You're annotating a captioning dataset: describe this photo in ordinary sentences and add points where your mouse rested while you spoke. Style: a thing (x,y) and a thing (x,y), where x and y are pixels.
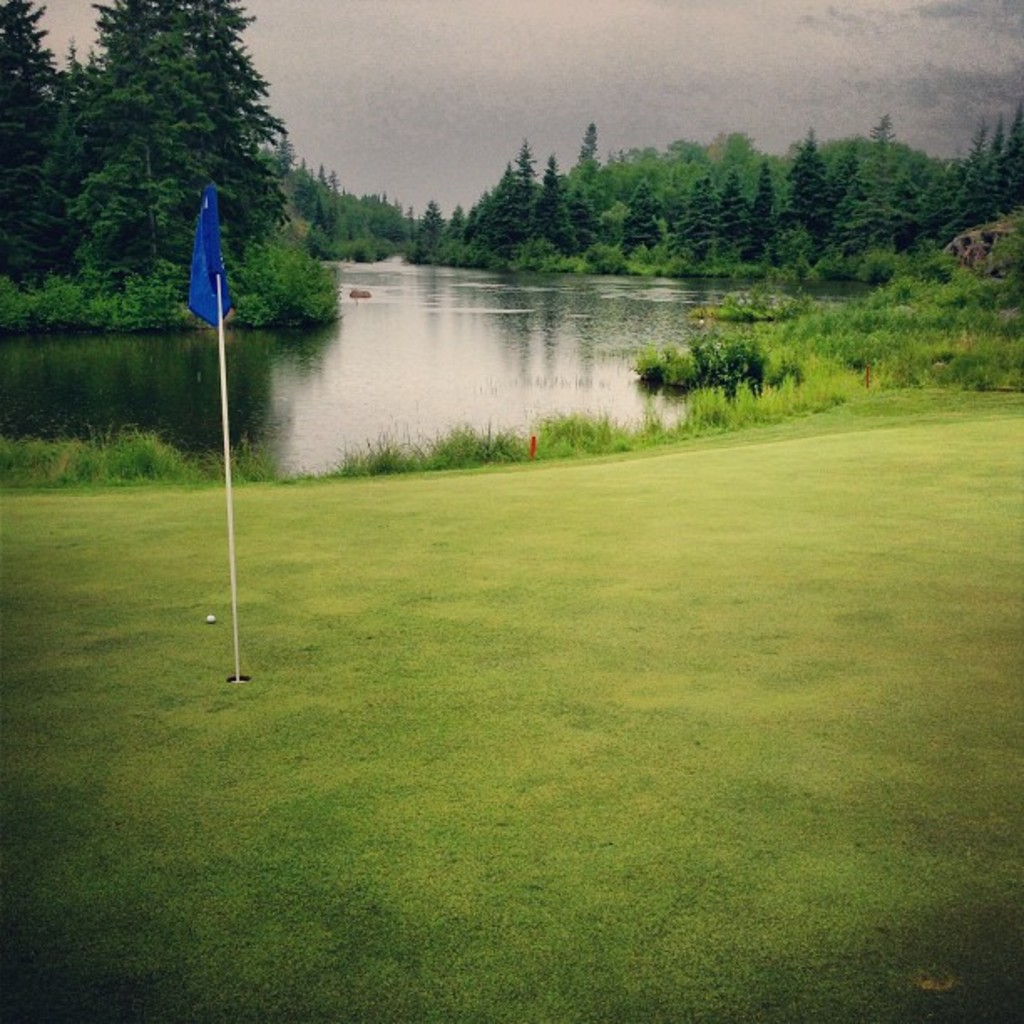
In this image we can see grass (559,663), pole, flag (217,251), water (363,365), plants (879,350), and trees (951,178). In the background (662,118) there is sky (607,138) with clouds (953,125).
